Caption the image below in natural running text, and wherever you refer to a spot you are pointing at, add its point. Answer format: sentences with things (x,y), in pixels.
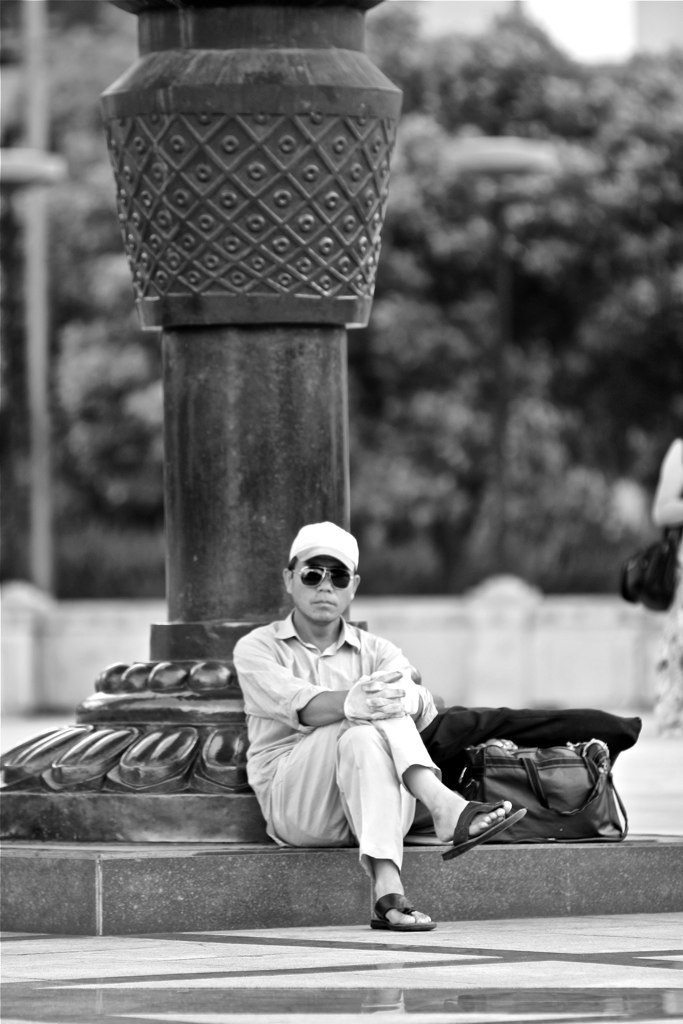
There is a person (371,683) wearing sunglasses (306,572) and a cap (304,551), sitting on a slab (132,848). Beside him, there is a pole (233,541). In the background (583,568), there is a person (682,503) standing, there is a pole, there are trees (607,483) and there is a wall (623,639). And the background (603,118) is blurred.
